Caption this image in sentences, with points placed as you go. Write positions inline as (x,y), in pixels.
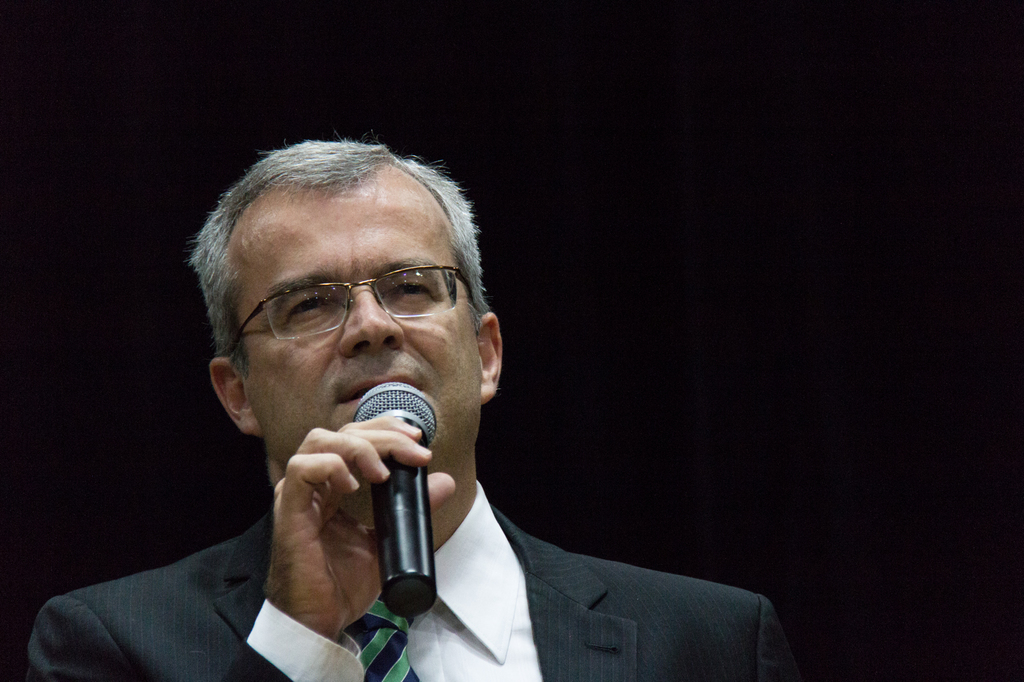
This picture shows a man (292,337) wearing spectacles (407,301) holding a mic (379,506) in his hands (372,559) and talking. There is dark in the background (163,117).
